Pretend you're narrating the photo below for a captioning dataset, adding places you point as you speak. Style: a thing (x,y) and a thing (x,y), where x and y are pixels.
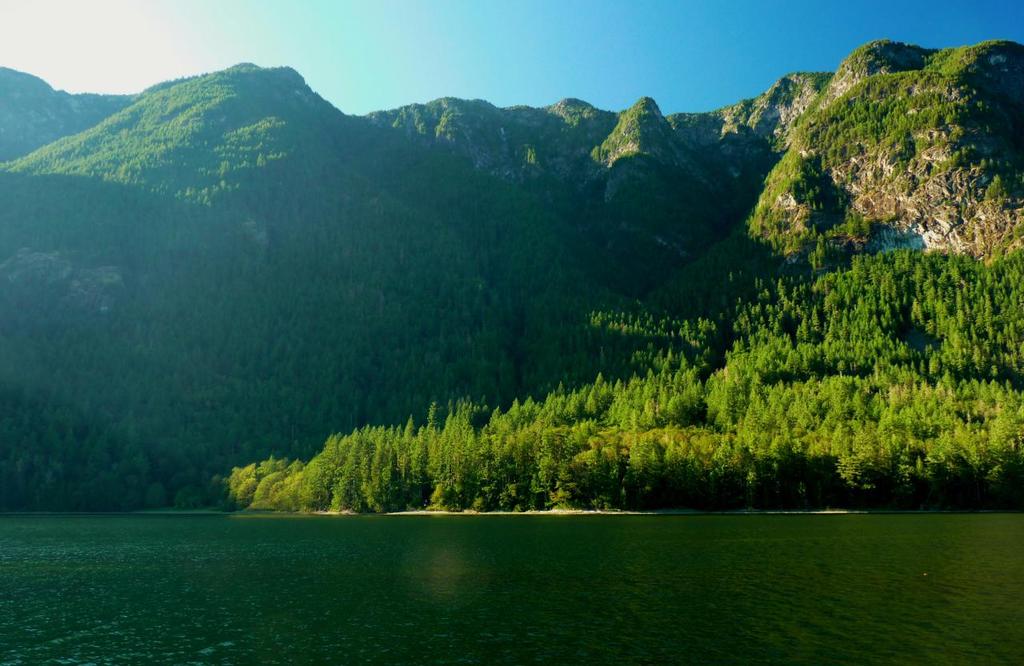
In this image, we can see trees (672,264) and hills (495,339). At the bottom (496,604), there is water (661,569) and at the top (559,68), there is sky (494,50).
